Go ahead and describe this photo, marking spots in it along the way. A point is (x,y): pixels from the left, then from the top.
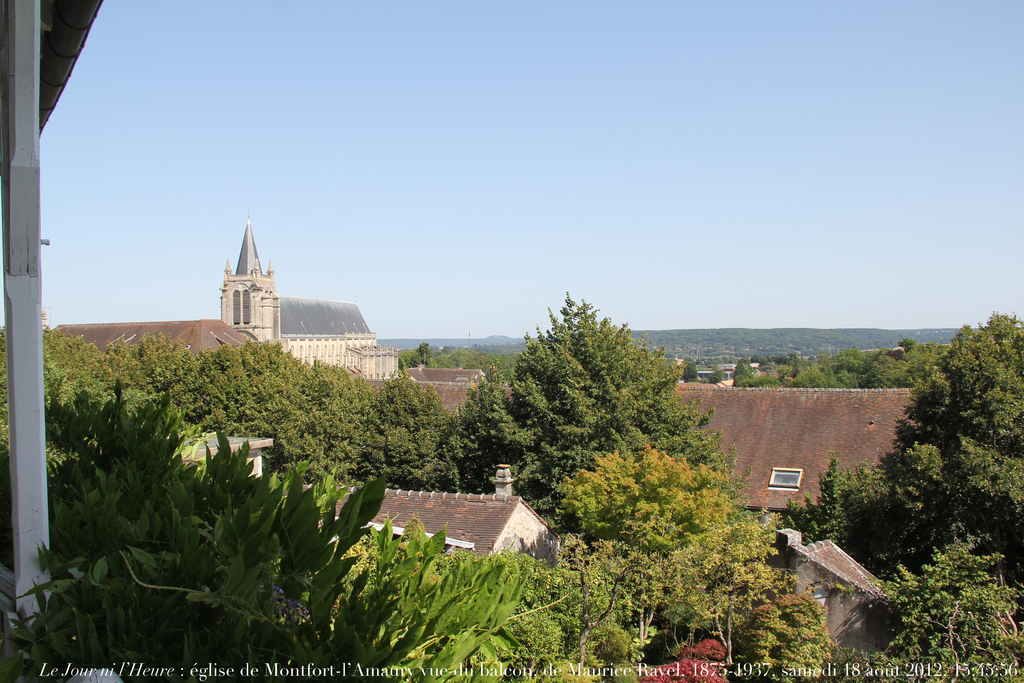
In the image we can see some trees (181,656) and buildings (308,310) and hills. At the top of the image (274,163) there is sky (100,53).
